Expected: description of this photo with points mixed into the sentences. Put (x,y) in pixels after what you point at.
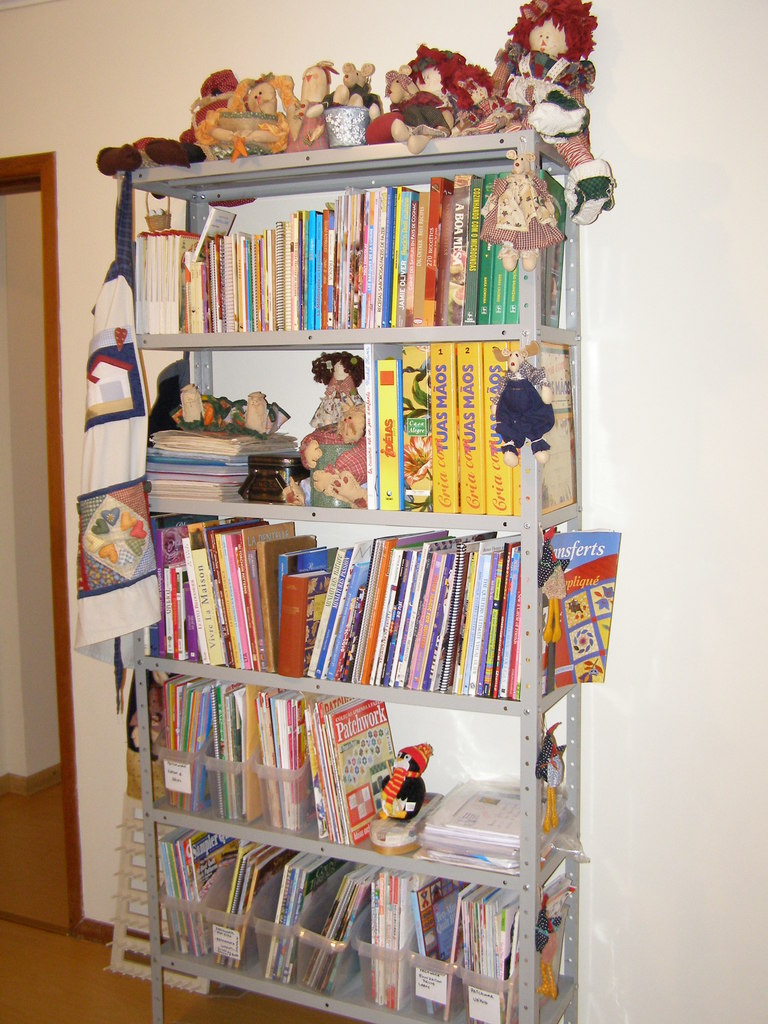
In this image we can see a rack (526,687) with few books (407,910) and toys (495,122), there is an object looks like a bag (116,445) to the rack (141,355) and there is an object (145,921) beside the rack (148,818) and wall (614,820) in the background (138,136).
